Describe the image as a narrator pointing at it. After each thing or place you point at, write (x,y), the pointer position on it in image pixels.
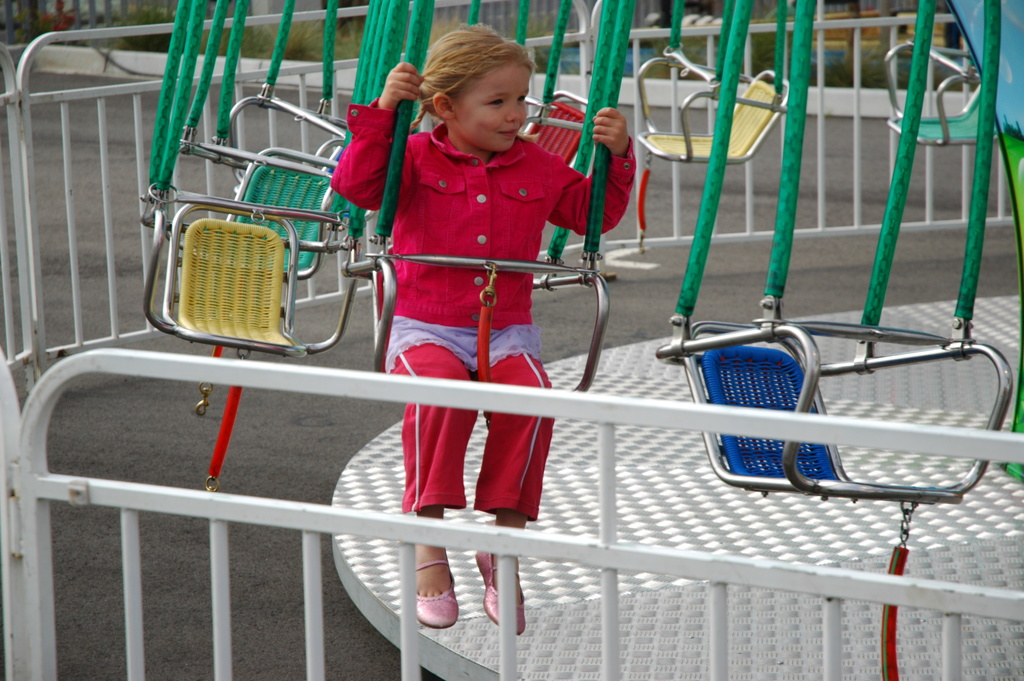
In this image we can see there is a child (461,231) sitting on the chair (371,260). And it looks like a game (780,467) and there are plants (353,42) and railing (106,36).
